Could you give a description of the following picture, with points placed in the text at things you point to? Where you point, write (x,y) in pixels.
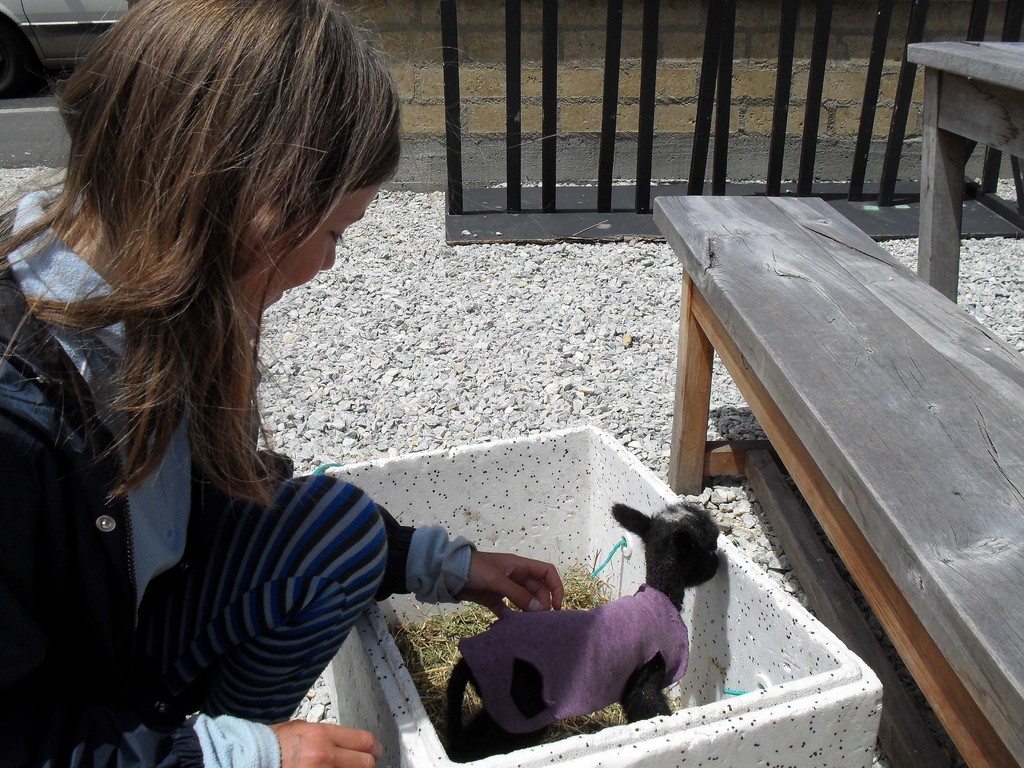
In this image there is a woman (79,538) sitting and holding the animal (503,693). There is an animal (602,635) inside in the box (817,730) and there is grass (443,634) in the box (474,541). At the right side of the image (1000,425) there is a bench (785,253). At the back (793,171) there's a wall (425,119). At the bottom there are stones (527,352) and at the top (54,42) there is a vehicle (28,43).
